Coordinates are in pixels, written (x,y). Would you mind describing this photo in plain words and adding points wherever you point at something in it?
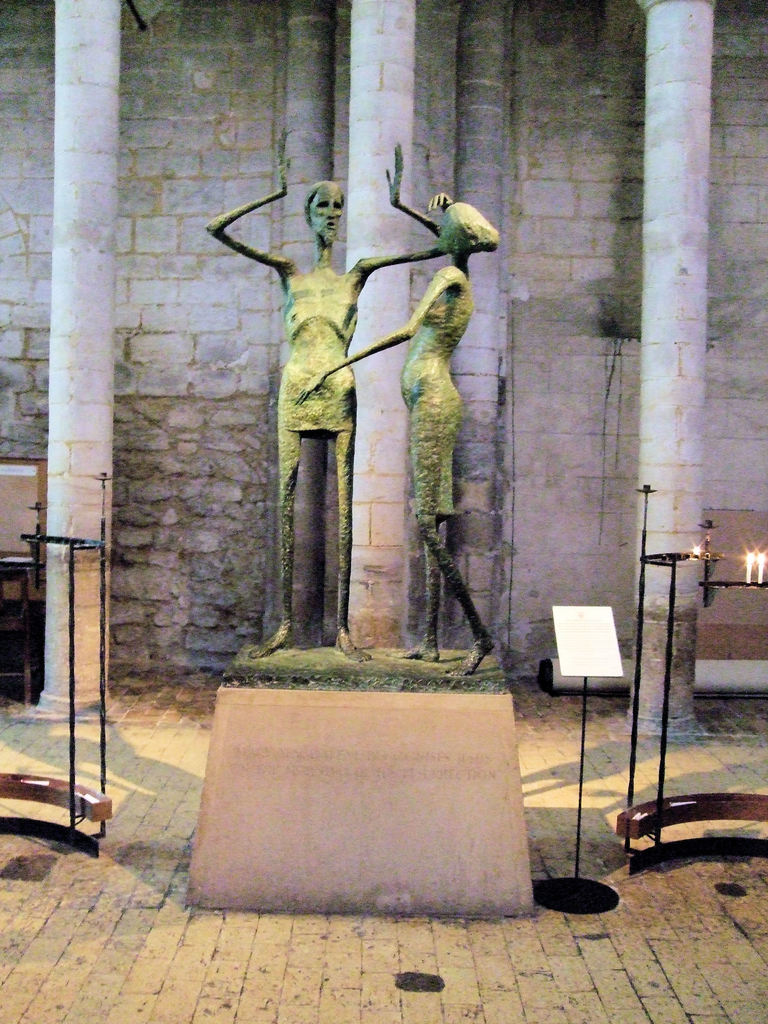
In this image I can see few sculptures (439,332) in the centre (284,555) and on the both side of it I can see few stands (645,524). On the right side (604,609) I can see a white colour thing (607,639) and few candles (762,558). In the background (318,479) I can see few pillars (76,321).
